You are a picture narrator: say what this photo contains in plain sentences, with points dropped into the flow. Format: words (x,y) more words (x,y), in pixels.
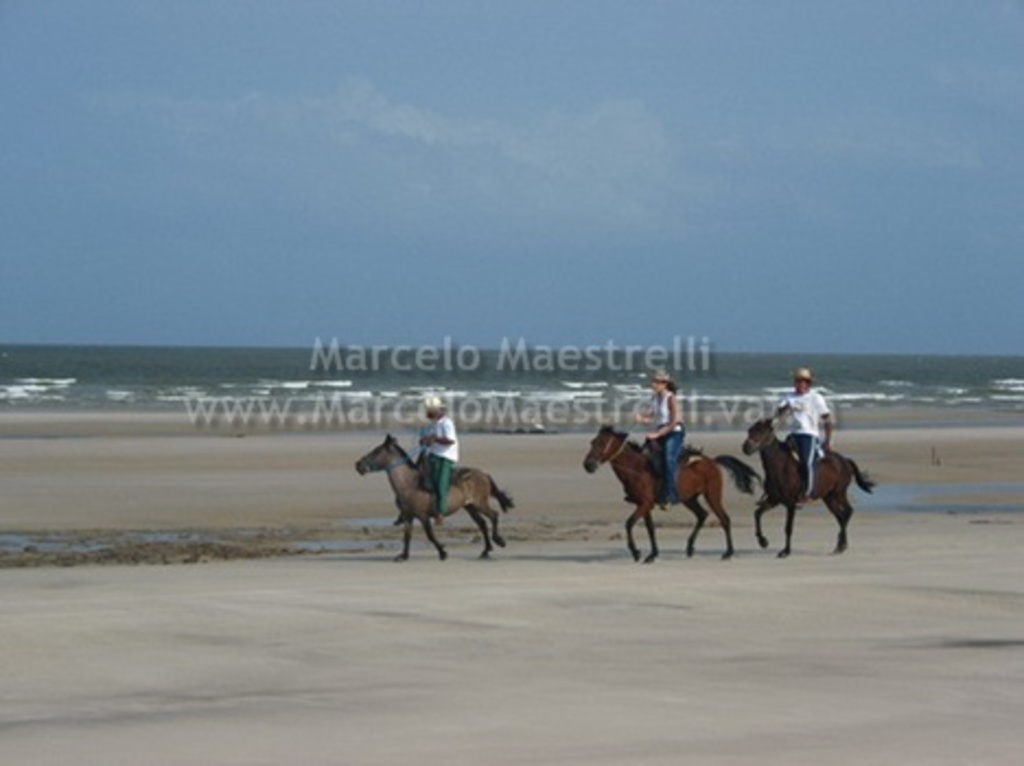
In this image we can see three persons (665,431) riding horses (728,558). Behind the person (677,422) we have a sea (310,373). At the top (321,132) we can see the sky (349,204).
